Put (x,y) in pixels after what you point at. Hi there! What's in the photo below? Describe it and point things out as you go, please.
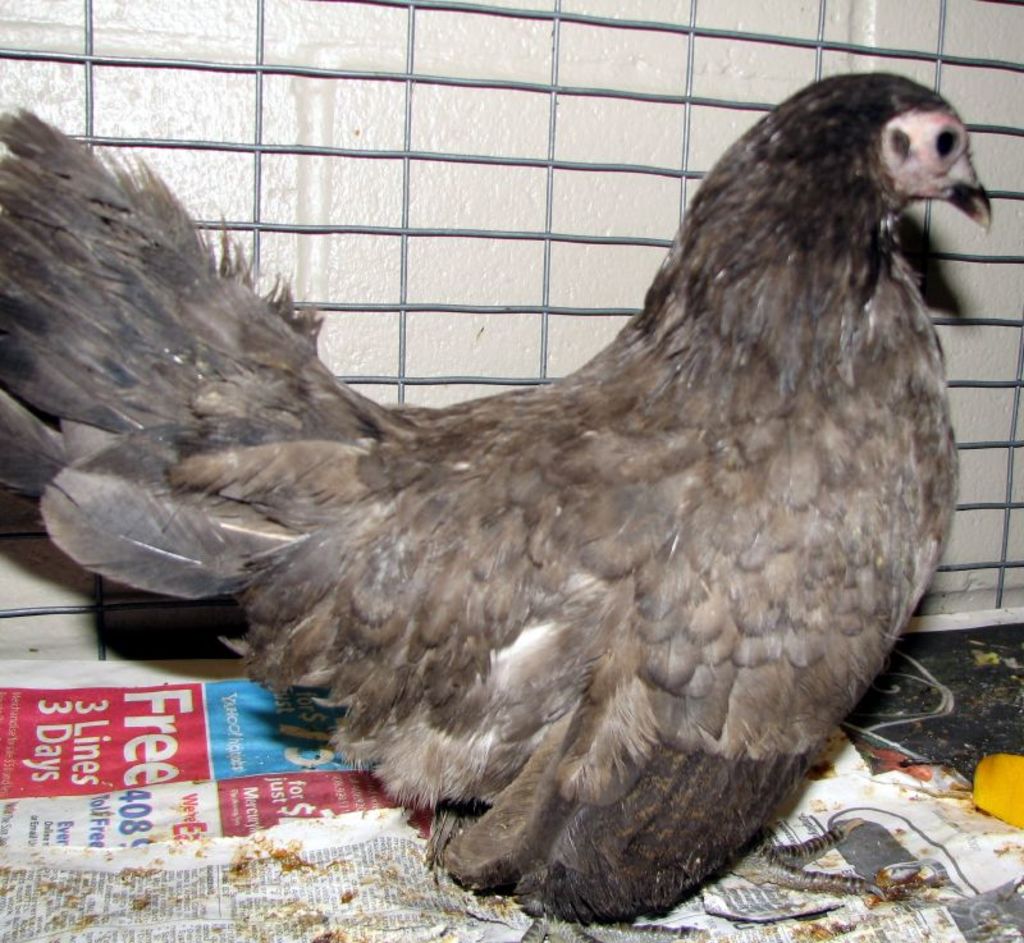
In this picture we can see a bird (467,501) in the cage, and we can see few news papers (245,782).
